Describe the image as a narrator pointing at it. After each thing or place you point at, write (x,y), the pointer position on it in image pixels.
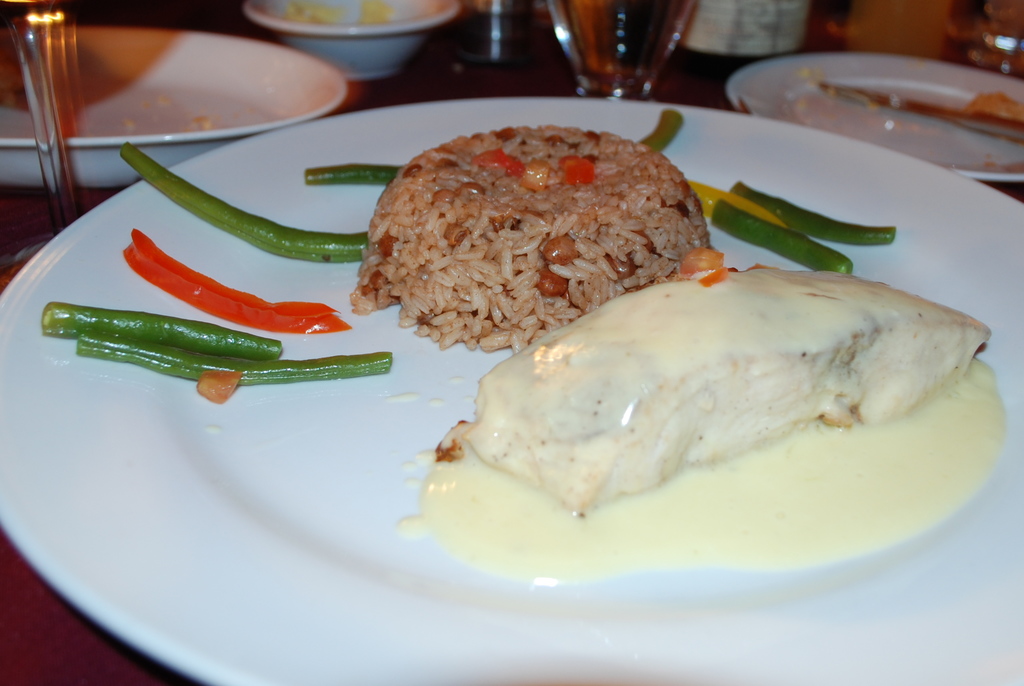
In this image there is a table (543,71) having plates (443,130), bowls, glasses (621,36) and few objects (719,4). Bottom of the image (354,506) there is a plate (354,506) having vegetable slices (344,321) and some food (614,358). Right side (933,94) there is a plate (917,126) having a knife (891,106).
